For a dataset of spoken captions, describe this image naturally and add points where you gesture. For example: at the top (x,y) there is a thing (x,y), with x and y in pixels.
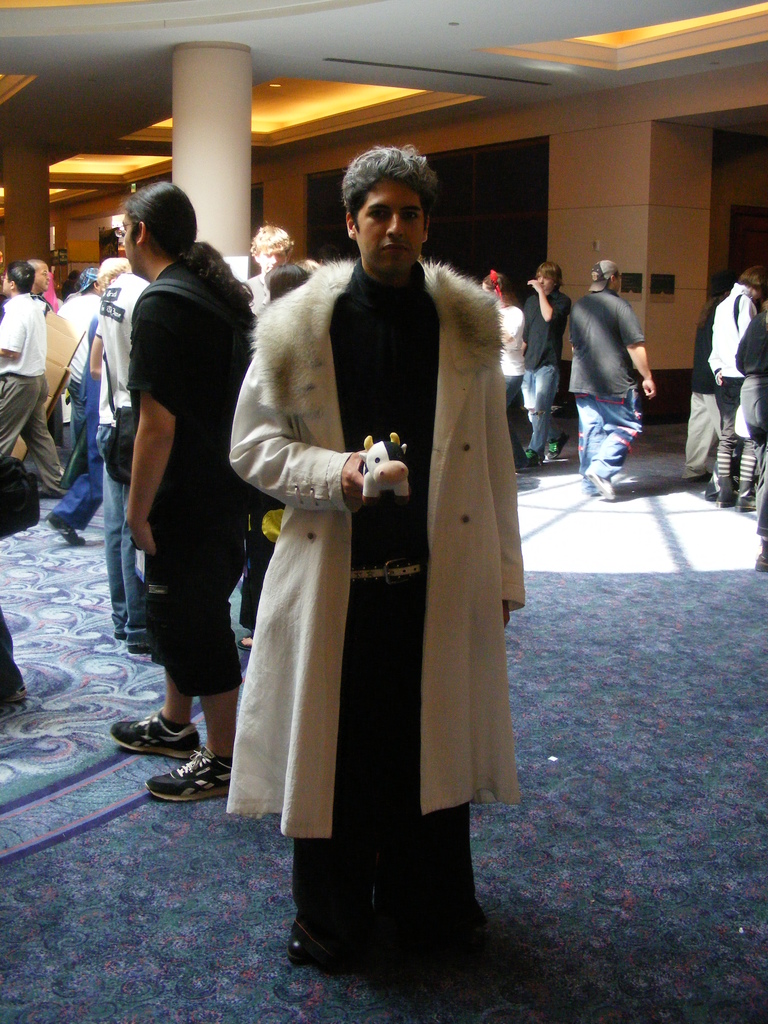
In the center of the image (347,438) we can see person (360,701) standing on the ground (436,973). In the background (34,379) we can see persons (144,288), pillar (239,143), lights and wall (554,159).
